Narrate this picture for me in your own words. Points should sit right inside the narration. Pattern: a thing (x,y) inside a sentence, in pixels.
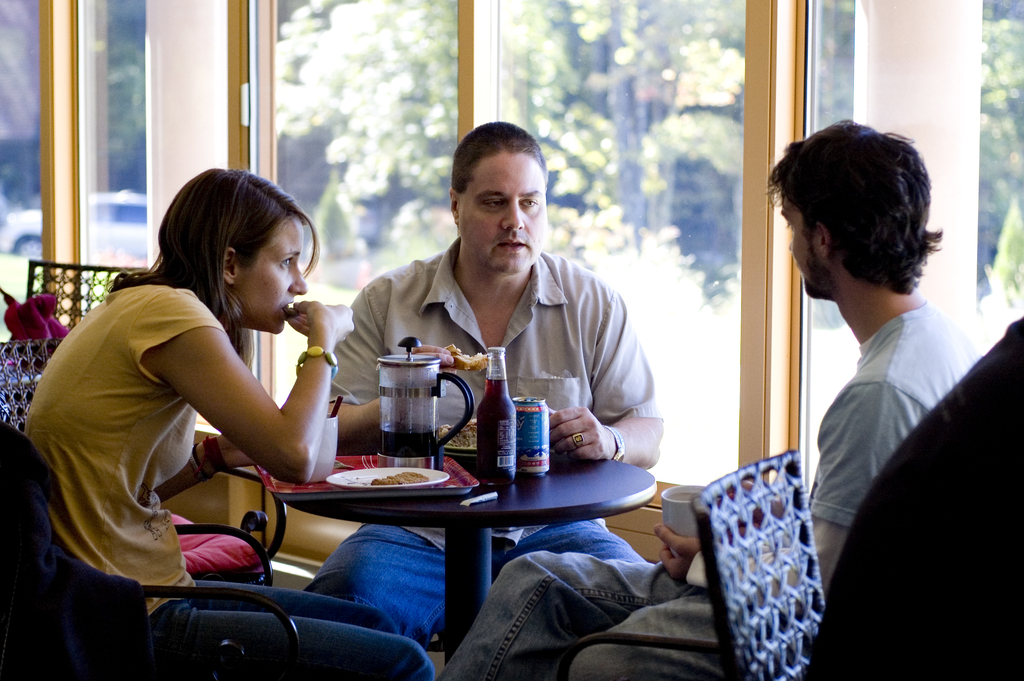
In this image i can see 2 men (549,311) and a woman (256,399) sitting on chairs (748,511) in front of a table (571,476), On the table (458,546) i can see a bottle (491,364), a tin (526,415) and a jar (432,428). In the background (392,189) i can see glass doors (398,115) through which i can see few trees (406,66).
